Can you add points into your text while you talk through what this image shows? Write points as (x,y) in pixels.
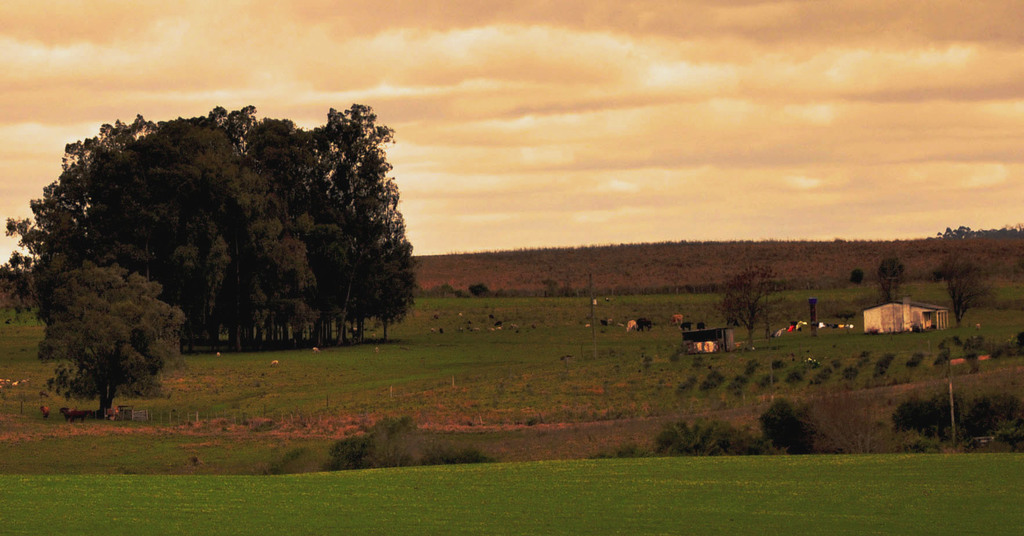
In this image, we can see trees (100,399), sheds (879,311), poles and we can see some clothes (797,328) which are hanging and we can see some animals (108,409). At the bottom (585,494), there is ground (629,258) and at the top (628,94), there is sky (616,143).
